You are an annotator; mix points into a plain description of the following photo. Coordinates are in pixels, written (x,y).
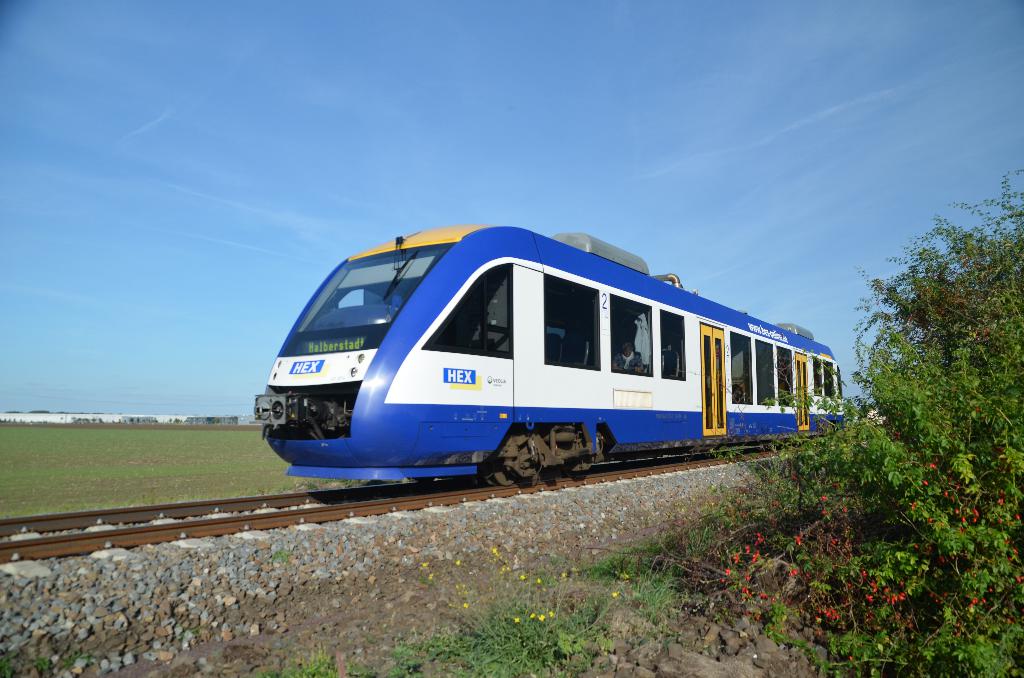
In this image we can see a train (522,407) on a railway track (70,545), stones (364,564), plants (804,543) with flowers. In the background (110,434) we can see grass (170,468) on the ground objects (134,422) and clouds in the sky (39,389).
